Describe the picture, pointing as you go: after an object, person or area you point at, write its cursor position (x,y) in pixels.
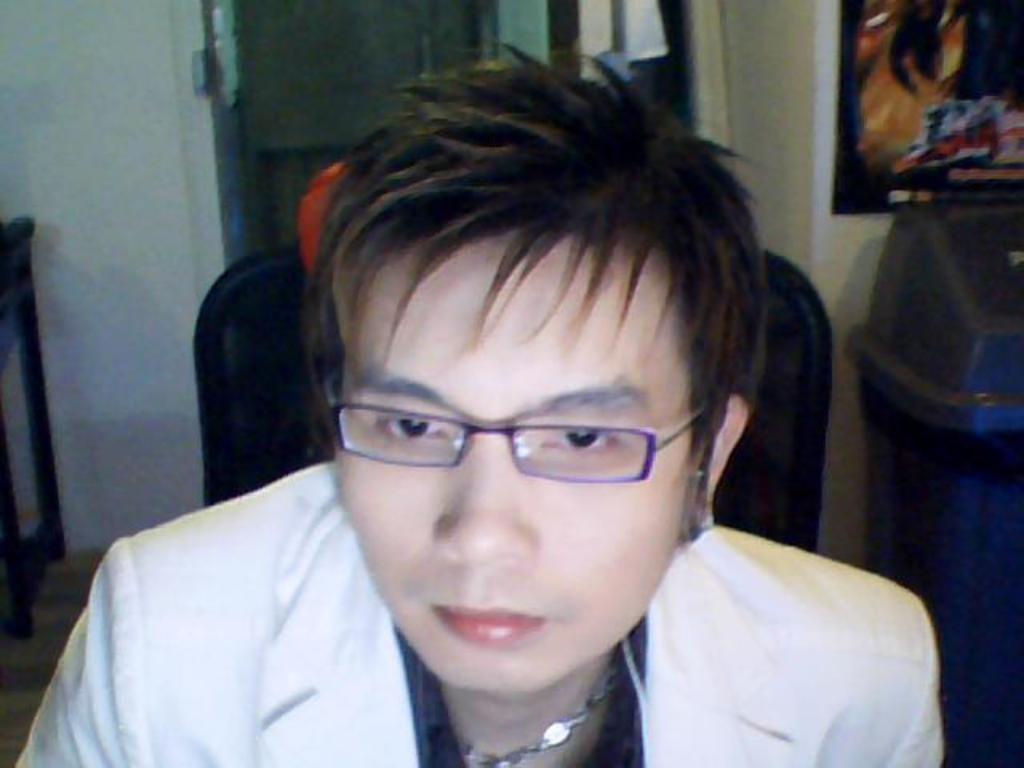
In this picture we can see a person (242,730) sitting on a chair (218,322), he is wearing a spectacles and in the background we can see a wall (194,302), poster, dustbin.
